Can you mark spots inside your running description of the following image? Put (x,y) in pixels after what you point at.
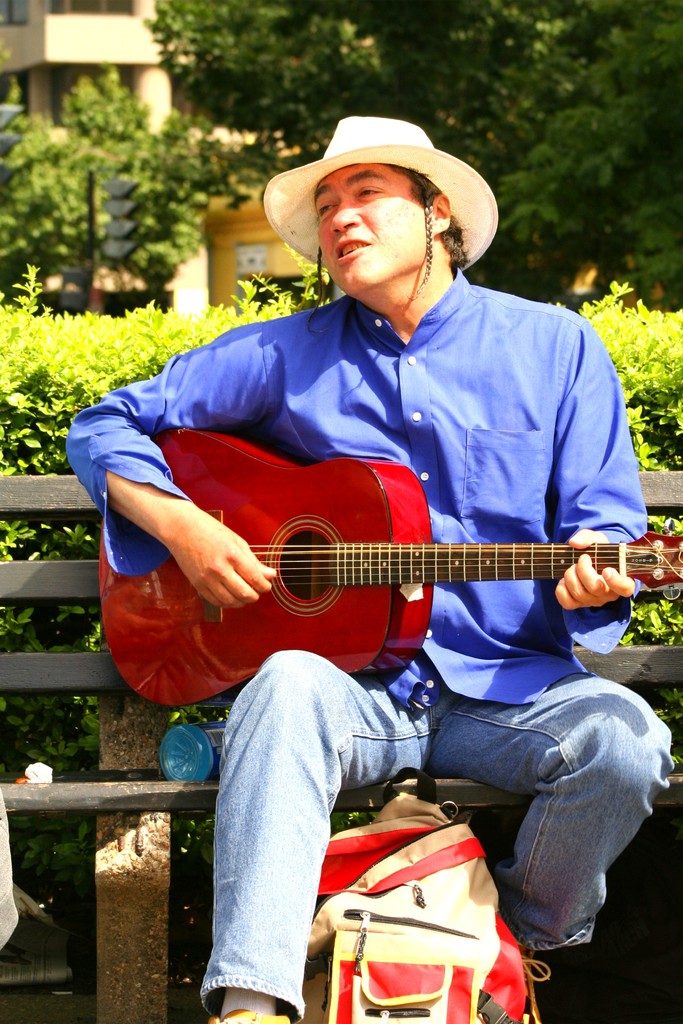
In this image there is a person (247,389) sitting in a bench (62,773) and playing a guitar (561,546) and in the back ground (7,726) there is building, tree (617,94), plants (670,405).
